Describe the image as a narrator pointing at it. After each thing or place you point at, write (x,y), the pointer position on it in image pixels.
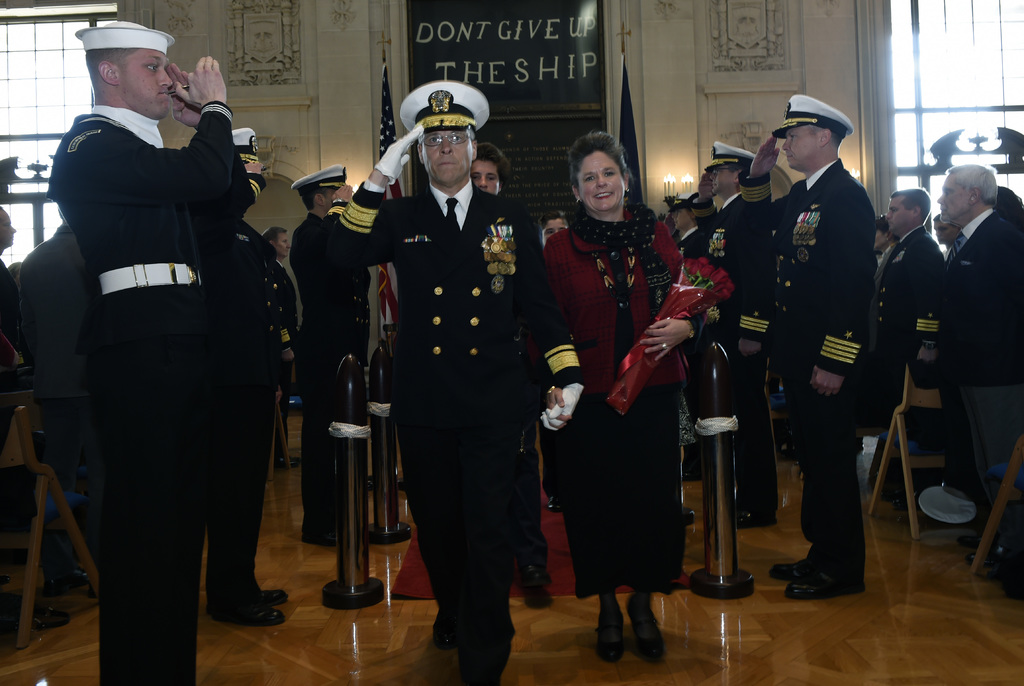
Here in this picture in the middle (436,238) we can see a person (417,245) holding a woman's hand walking on the floor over there and we can see he is wearing a uniform (462,240) with gloves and cap (455,105) on him and beside them on either side we can see people (753,266) standing in uniforms (810,341) with caps (802,119) on them saluting over there and we can see the woman (605,254) is smiling and carrying a flower bouquet (684,299) in her hand (654,336) and we can also see other people (955,301) present over there and we can also see chairs (18,450) present and behind them we can see a banner (577,17) present and we can also see flag posts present and on either side of it we can see windows (37,104) present over there.
